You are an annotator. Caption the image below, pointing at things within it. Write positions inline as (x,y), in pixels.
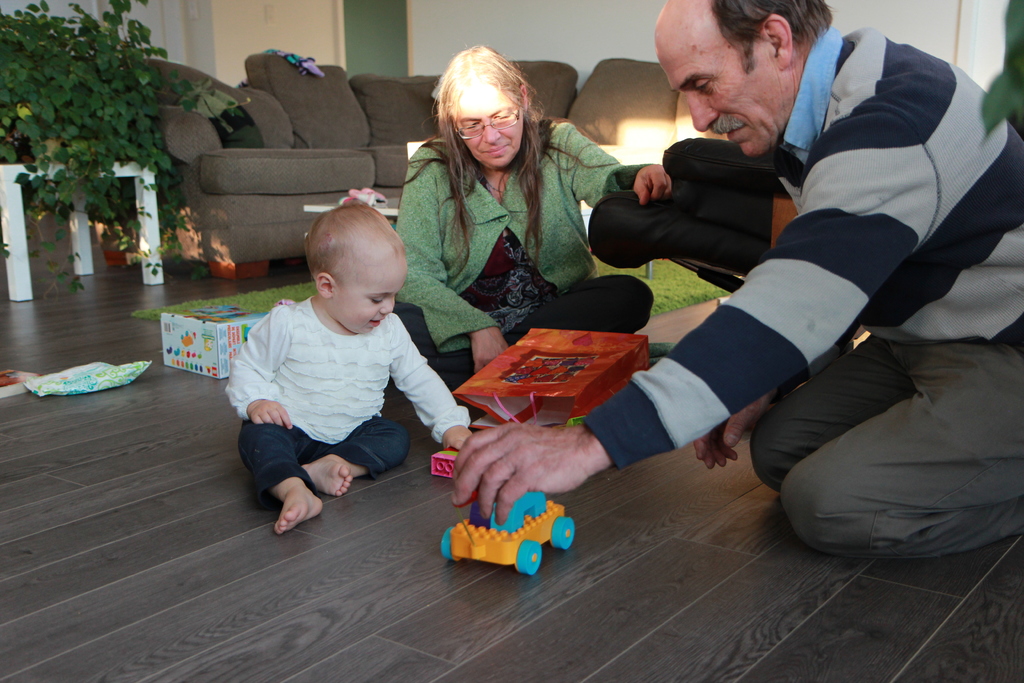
In this image I can see some people (491,320). I can see some objects (178,355) on the floor (223,535). On the left side (102,136) I can see a plant (138,139). In the background (361,147), I can see the sofa (602,112) and the wall (479,43).
